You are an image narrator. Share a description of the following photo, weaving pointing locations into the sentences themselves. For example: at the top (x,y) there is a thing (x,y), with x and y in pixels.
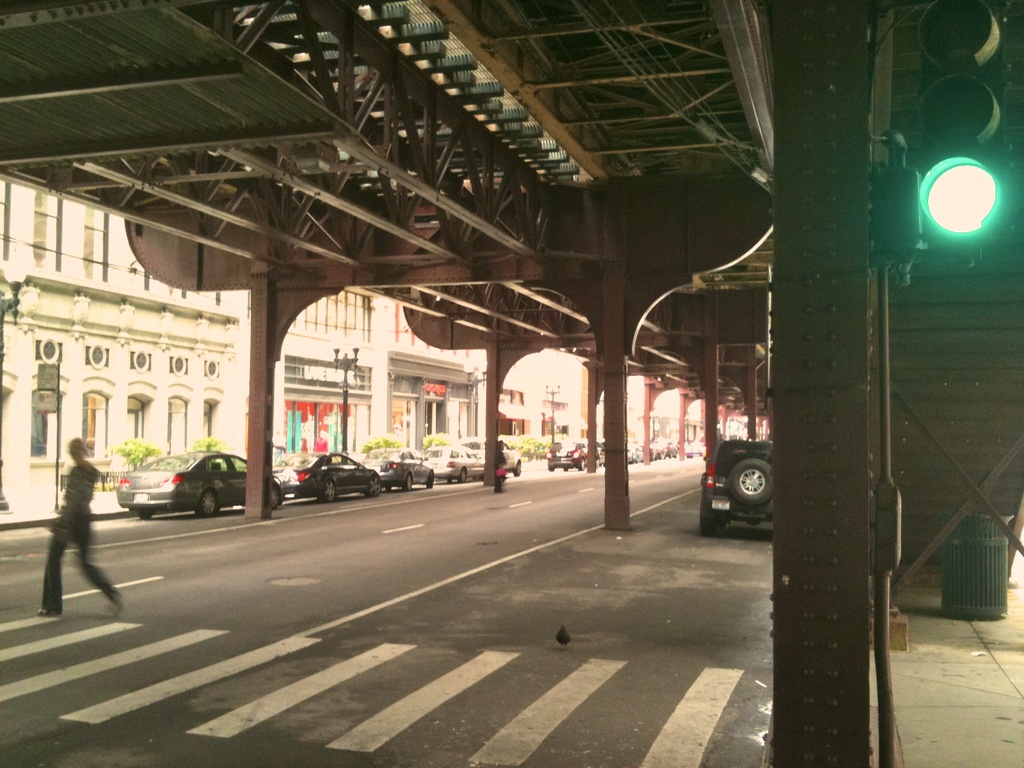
In this image, I can see the cars (442,462) on the road (525,495). These are the pillars (498,381). It looks like a metal beams (596,298). On the left side of the image (48,580), I can see a person (45,589) walking. At the top right side of the image (929,247), I can see a traffic light (980,224) and a dustbin (995,556). On the left side of the image (54,336), these are the buildings (353,399) and bushes (216,449).
